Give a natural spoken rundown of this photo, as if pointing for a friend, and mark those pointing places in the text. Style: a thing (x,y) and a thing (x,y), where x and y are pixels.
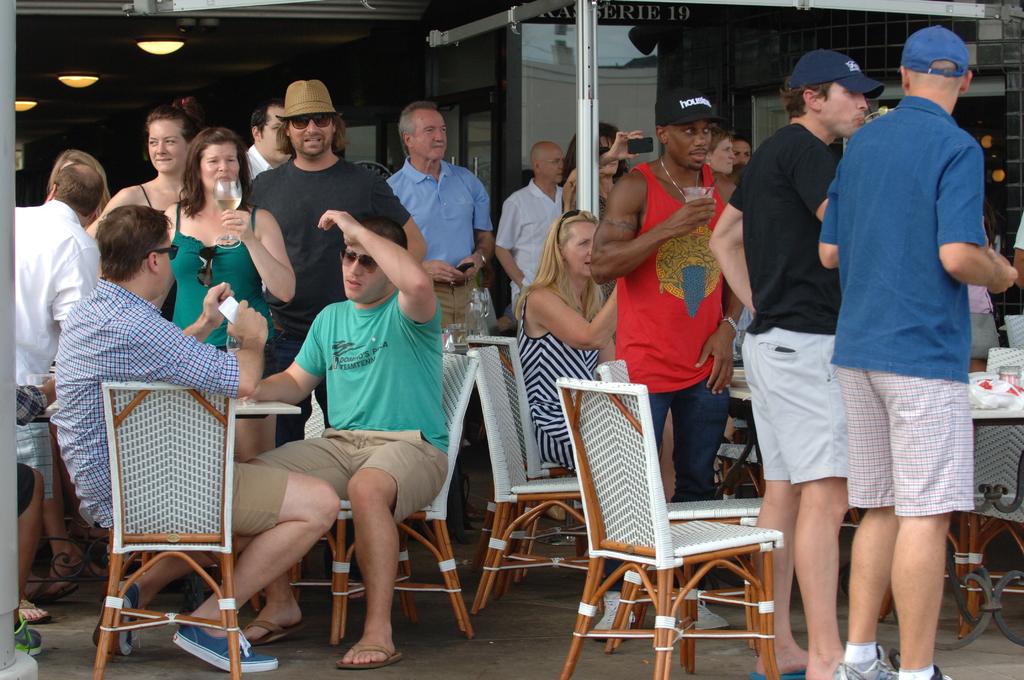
In the image we can see there are people (65,354) who are sitting on chair (445,372) and others (63,258) are standing and holding wine glasses (696,196) in their hand (688,208).
